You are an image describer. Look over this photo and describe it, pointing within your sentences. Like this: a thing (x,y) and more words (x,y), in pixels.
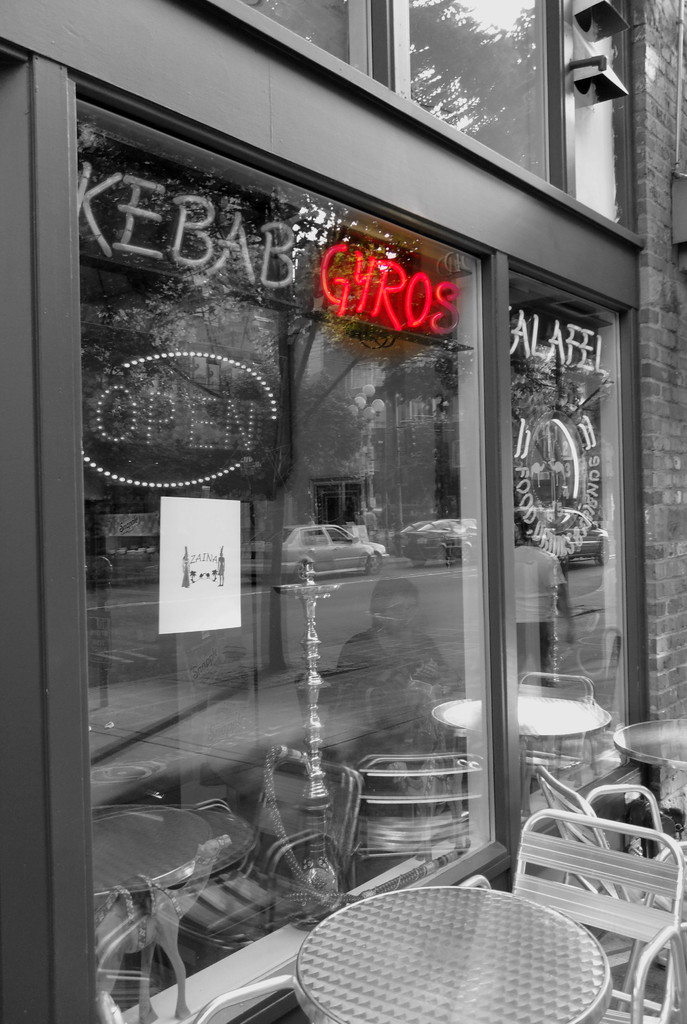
This looks like an edited image. I think this is a building (639,236) with the glass doors (331,396) and the name boards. These are the tables (508,943) and the chairs (571,917). This looks like a poster (224,553), which is attached to the glass door (159,539). I can see the reflection (279,345) of the trees (398,250) and cars (433,542). Here is a person (528,631) standing and a person (384,652) sitting.
